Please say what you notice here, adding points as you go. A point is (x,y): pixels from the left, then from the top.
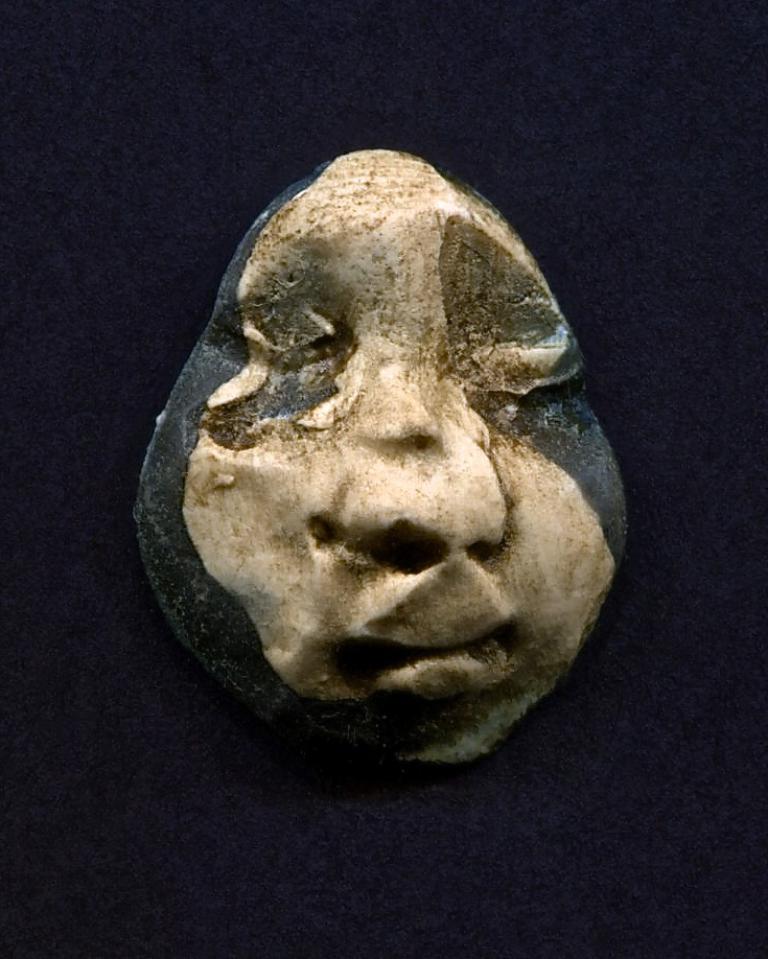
In the middle of the image (344,412) there is a sculpture (362,621). In this image the background (101,443) is dark.
